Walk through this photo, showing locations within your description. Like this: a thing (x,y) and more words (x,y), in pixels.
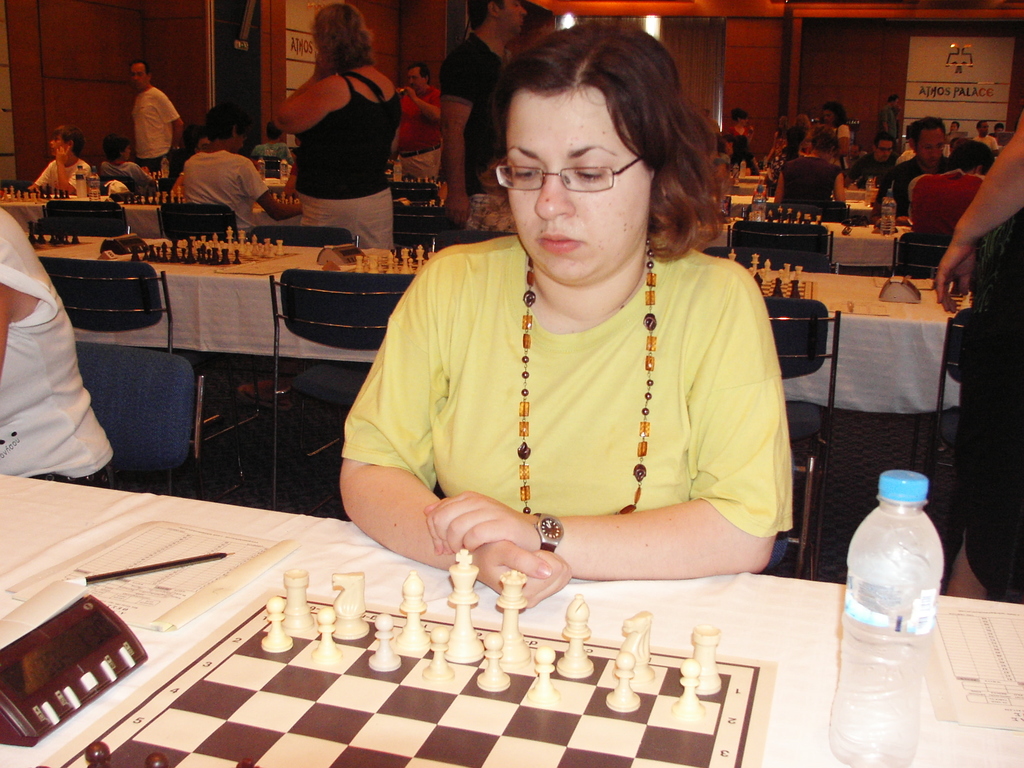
Few people (212,130) sitting on chair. These persons (1005,239) standing. We can able to see tables (369,602) and chair (55,276). On the table (199,621) we can see chess (373,734), book (171,593), pen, bottle (876,601). On the background (745,63) we can see wall (820,69).
